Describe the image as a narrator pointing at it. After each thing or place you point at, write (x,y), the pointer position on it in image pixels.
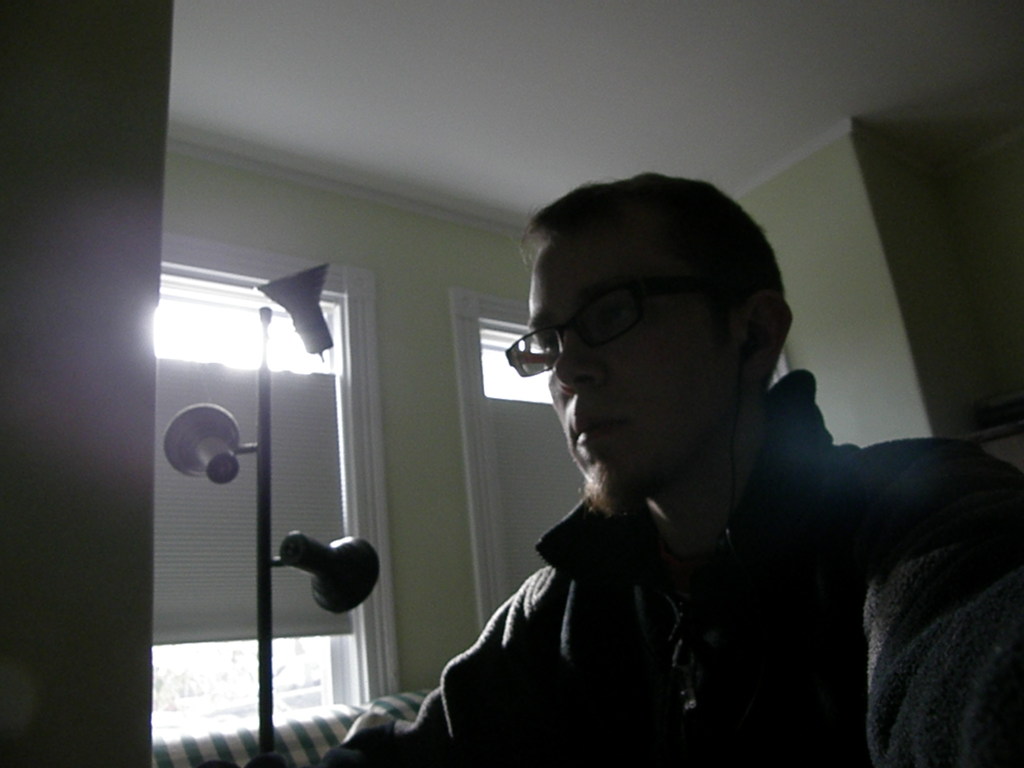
On the right side (811,401), there is a person (855,481) wearing a spectacle (607,304) and sitting. In the background (506,368), there are glass windows (500,356) and there is a white color ceiling (483,38).
